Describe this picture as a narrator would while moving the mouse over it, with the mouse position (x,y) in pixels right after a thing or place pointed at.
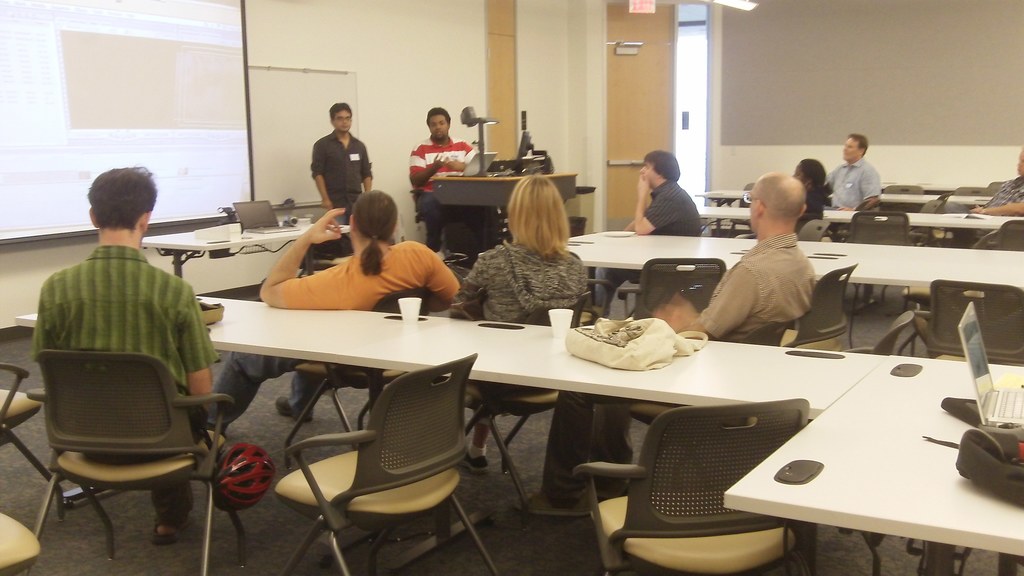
This is a conference room (757,310). Here we can see few persons (818,214) sitting on chairs (677,263) near to the table (676,381) and on the table (853,387) we can see laptops (989,416), bags (985,444), glasses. This is a screen (182,93). Near to the screen (221,132) we can see two persons (433,138). This is a floor (260,552). This is a helmet (232,456) in red color.
